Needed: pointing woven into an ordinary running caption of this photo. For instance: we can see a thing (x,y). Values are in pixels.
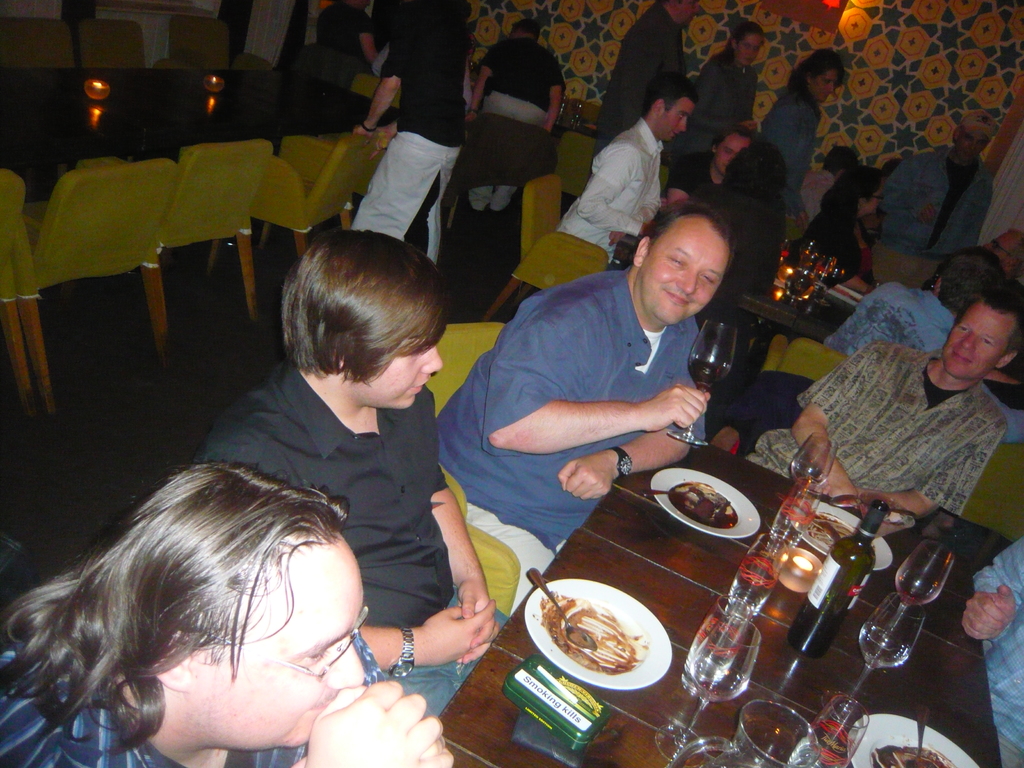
In this image we can see few people (568,404) in a room (529,434), some of them are sitting and some of them are standing, there are few tables (654,563), there are few glasses (779,551), a bottle (837,603), plates (646,660) with food items (718,497) and spoons (541,588) and few other objects (587,718) on the tables (152,118) and a wall (571,24) in the background (918,27).
